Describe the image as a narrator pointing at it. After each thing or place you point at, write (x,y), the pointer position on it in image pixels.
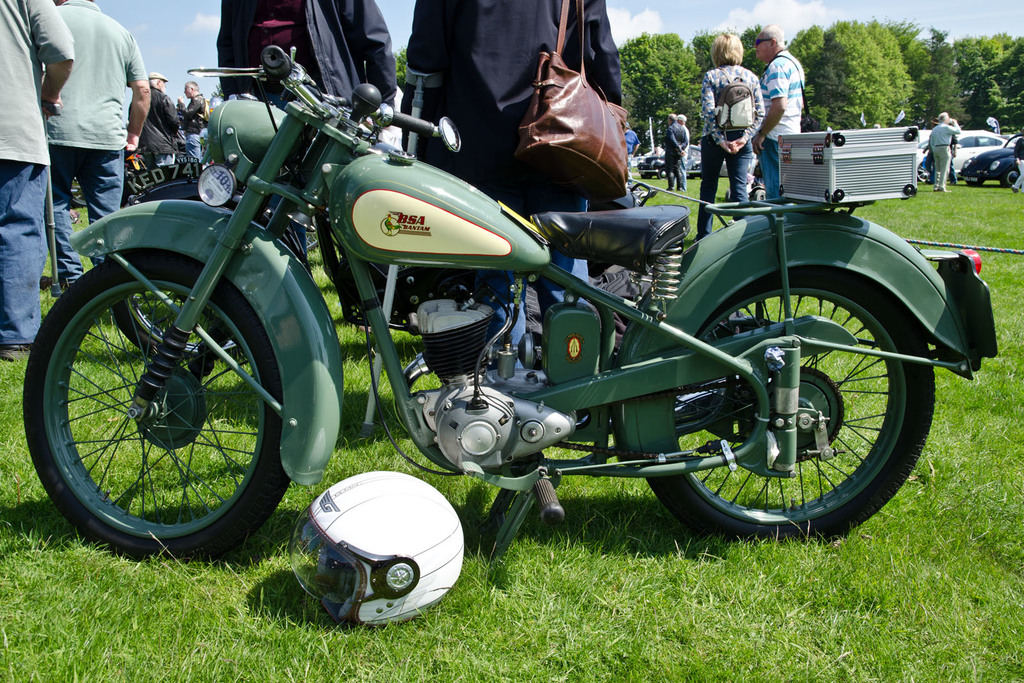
Group of people (10,87) standing and these two persons (709,129) are wear bag (610,134). A far we can see trees (816,43), sky (786,15) with clouds (644,12). We can see vehicles (794,215) and helmet (420,492) on the grass (706,559).
